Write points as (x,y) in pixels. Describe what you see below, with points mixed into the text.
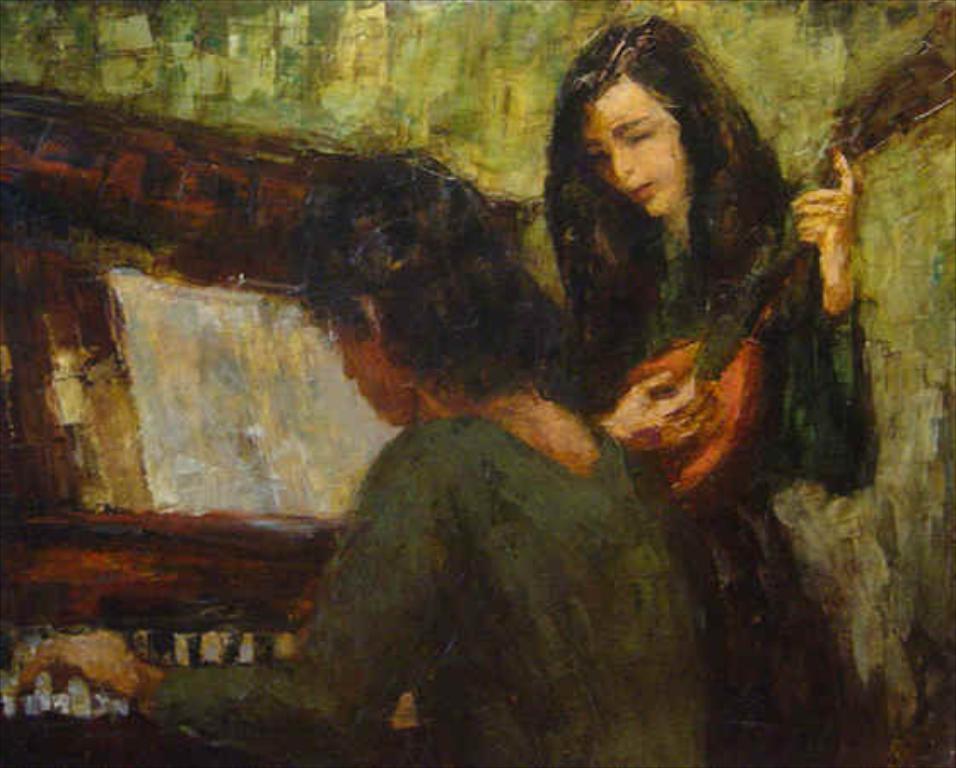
In this picture I can see there are two women (537,549), one of them is playing the guitar (752,346) and the other women (640,575) is playing piano (270,205) and in the backdrop (247,63) there is a green color walls (396,97).
